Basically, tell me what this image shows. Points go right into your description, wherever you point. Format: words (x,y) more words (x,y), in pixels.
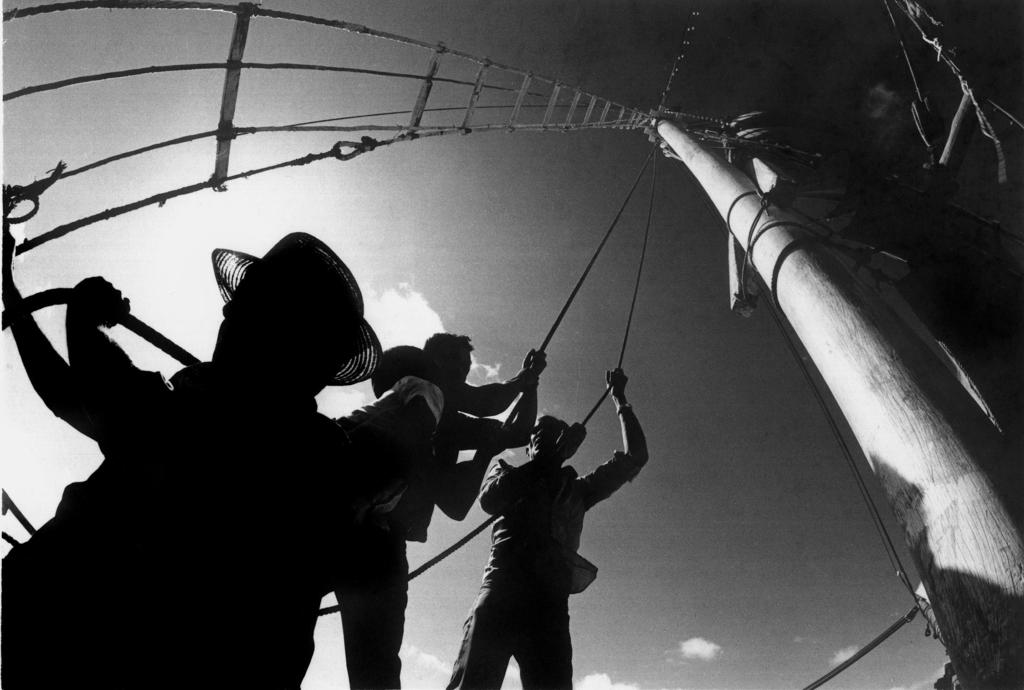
This is a black and white image where in the foreground (437,405), there are four men (507,555) standing and holding the rope (183,356). On the right (969,551), there is a pole (721,197) and a ladder like an object (482,126) is attached to it. On the top (503,165), there is the sky (464,248) and the cloud (413,311).
